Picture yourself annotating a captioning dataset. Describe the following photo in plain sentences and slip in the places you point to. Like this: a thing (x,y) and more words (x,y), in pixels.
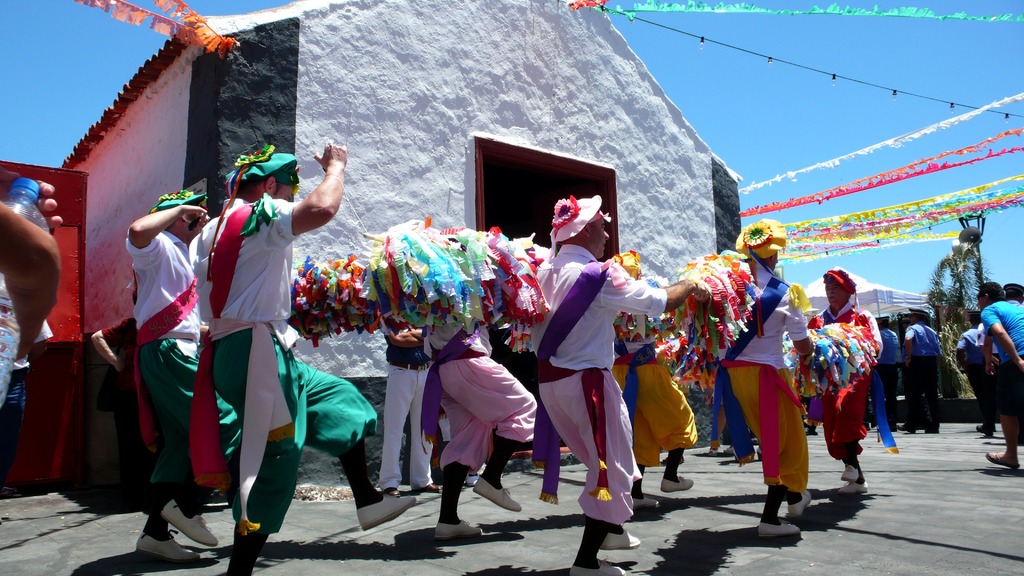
In this image we can see group of people (163,342) standing on ground (842,506) wearing different dresses (215,370). In the background (972,260) we can see tree (957,263), shed (898,303), ribbons (884,220), a building (259,100) and the sky (896,59).
